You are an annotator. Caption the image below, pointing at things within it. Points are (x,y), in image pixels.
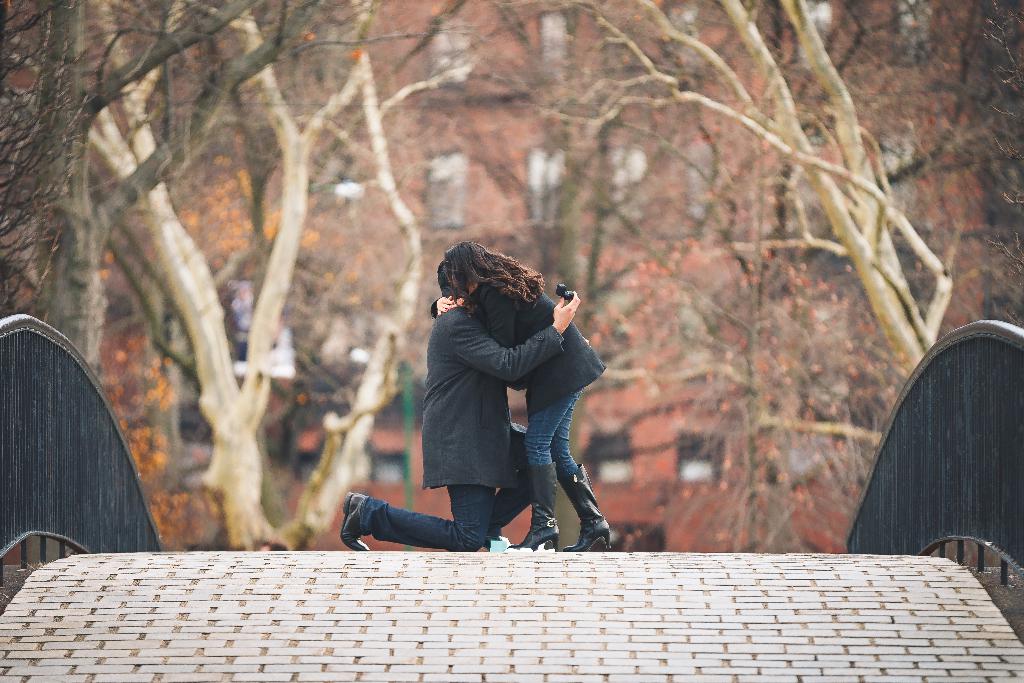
In this picture we can see two people (475,394) are on the bridge (757,620), behind we can see some trees (391,172), buildings (359,163).
